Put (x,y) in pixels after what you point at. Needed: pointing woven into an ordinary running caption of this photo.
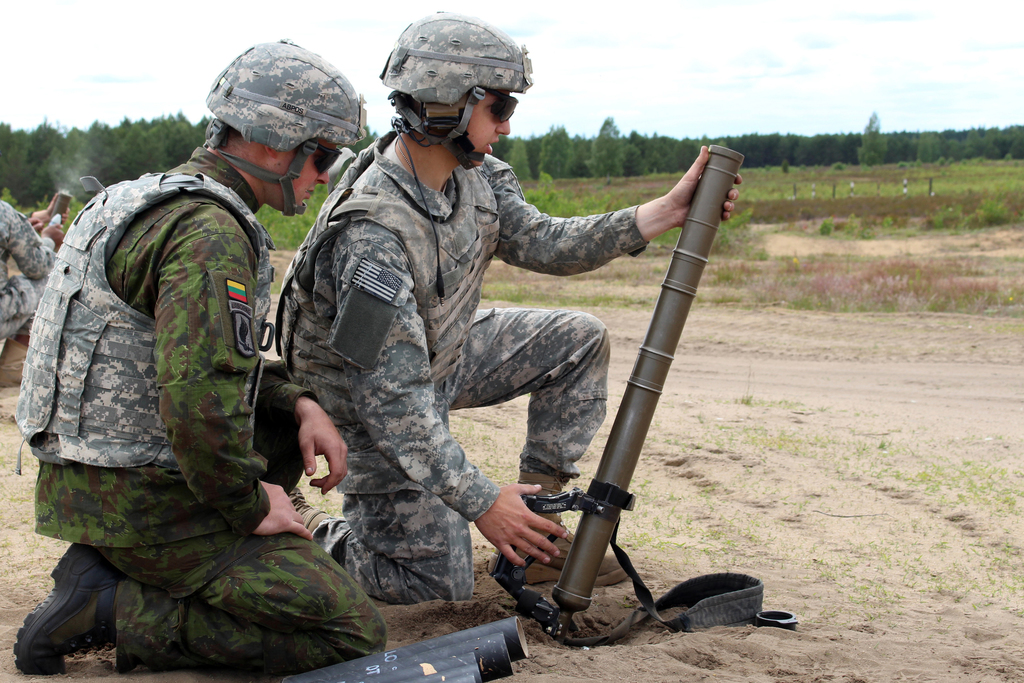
In this image, we can see few people (475,324) on the ground (936,653). Here a person (648,219) is holding a weapon (605,460). At the bottom of the image (453,671), we can see few black color objects (458,659). Background (1001,139) we can see trees (1019,148), plants (951,188), poles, walkway (1009,358) and sky (582,78).
